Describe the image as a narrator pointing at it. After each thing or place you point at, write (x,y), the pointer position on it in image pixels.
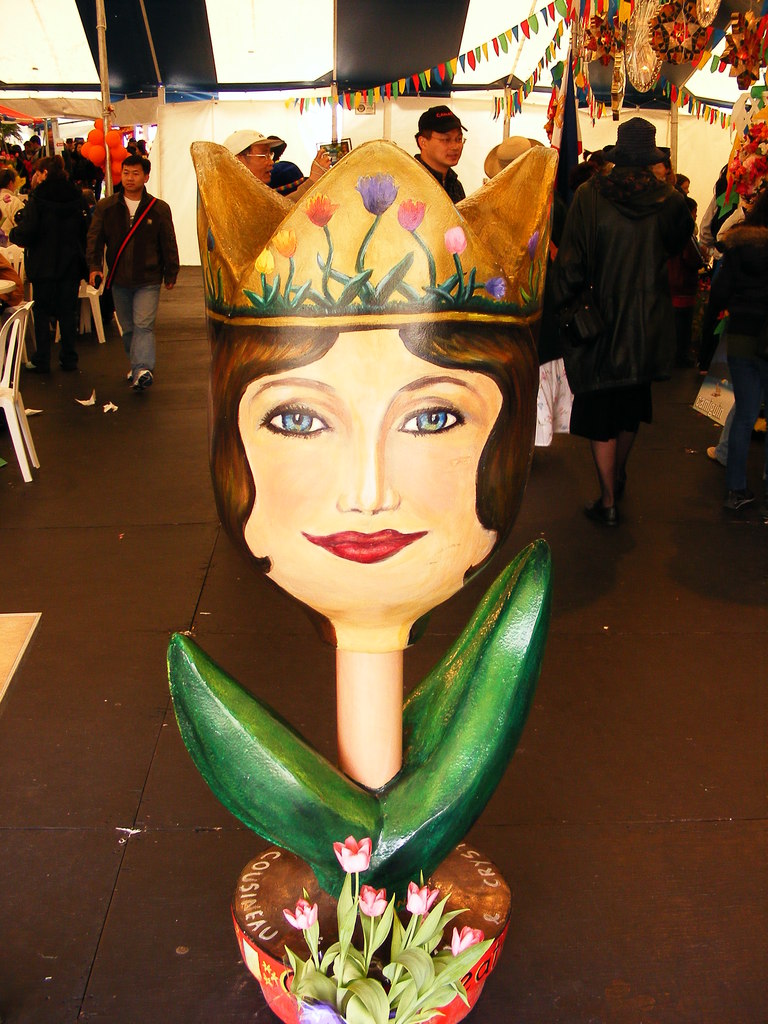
In this image I can see flowers (394,967) and a sculpture (433,734) in the foreground (377,791). There are people (766,352) at the back (743,328). There is a white chair (24,417) on the left (14,413). There are poles (579,49) and there are flags (562,181) at the top (102,12).
